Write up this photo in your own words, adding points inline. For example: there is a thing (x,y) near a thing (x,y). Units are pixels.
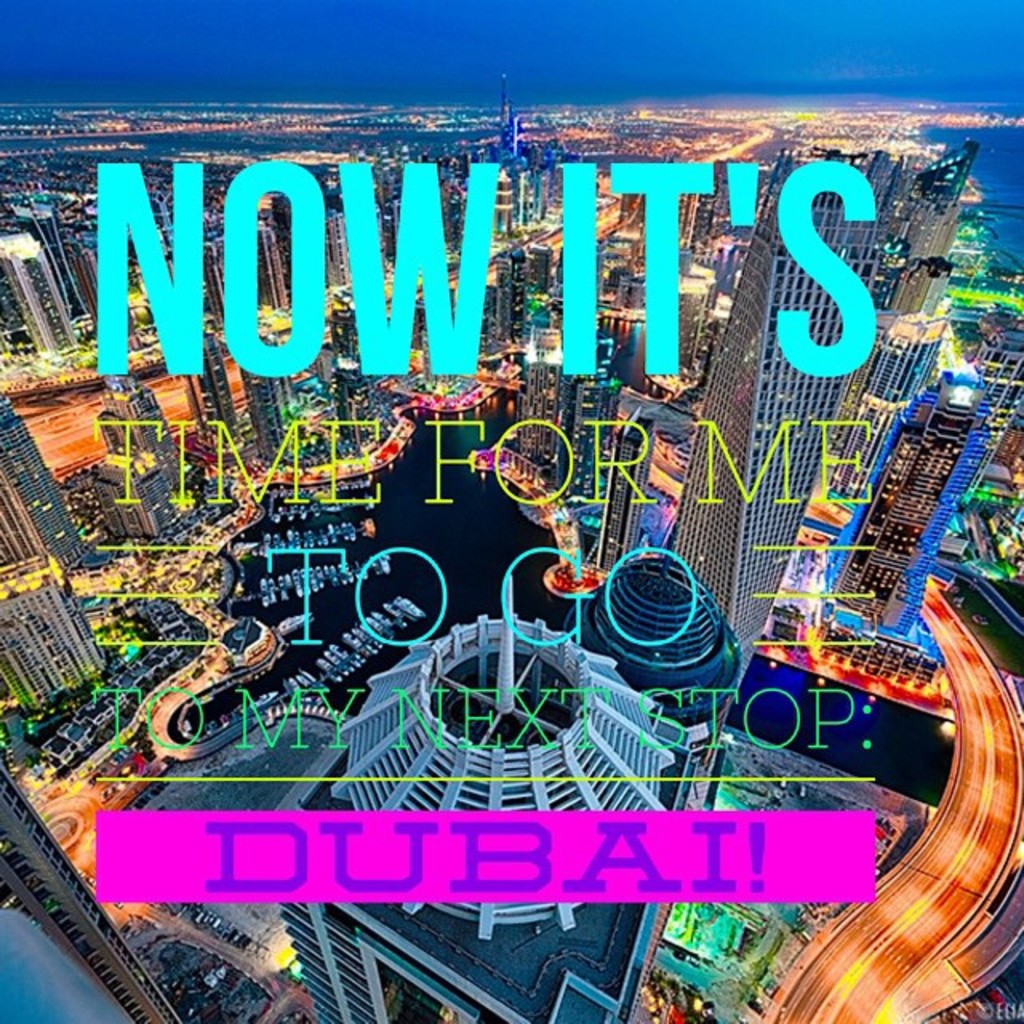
In this picture we can see some text (715,692), buildings (326,927), lights (184,567), bridge (875,989), water (848,736), some objects (263,599) and in the background (543,62) we can see the sky (462,62).
